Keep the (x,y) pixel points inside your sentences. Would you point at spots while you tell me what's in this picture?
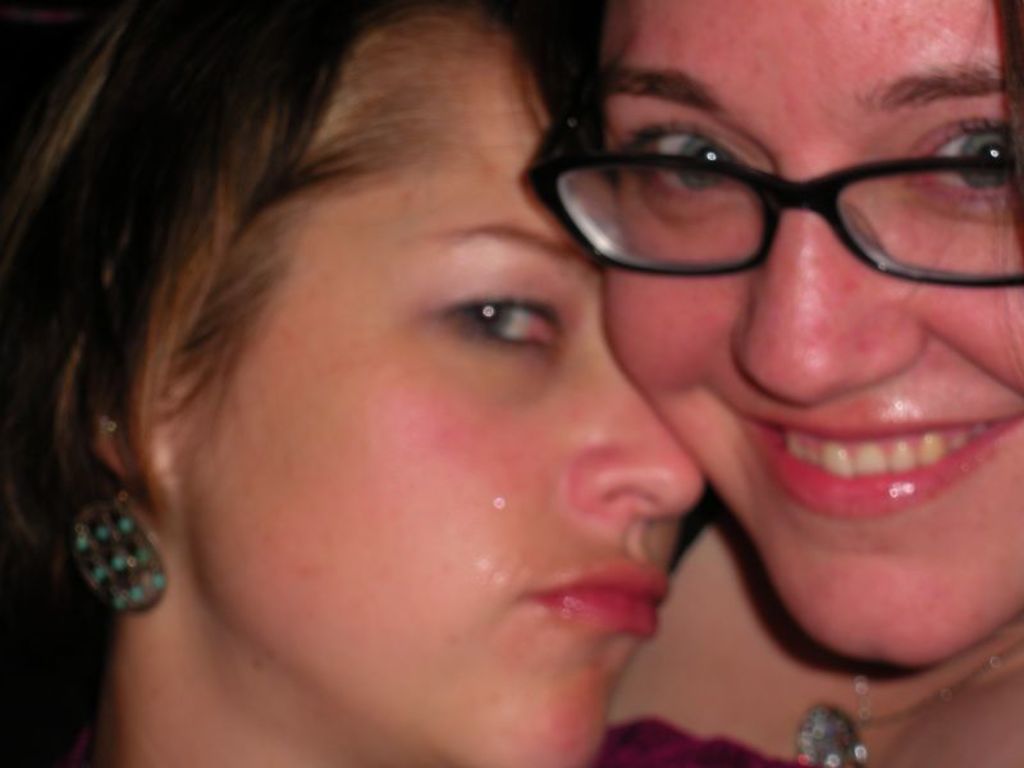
On the left side (302,245), there is a girl (461,159). On the right side (1019,741), there is a woman (914,90) wearing spectacle (924,264) and smiling.
